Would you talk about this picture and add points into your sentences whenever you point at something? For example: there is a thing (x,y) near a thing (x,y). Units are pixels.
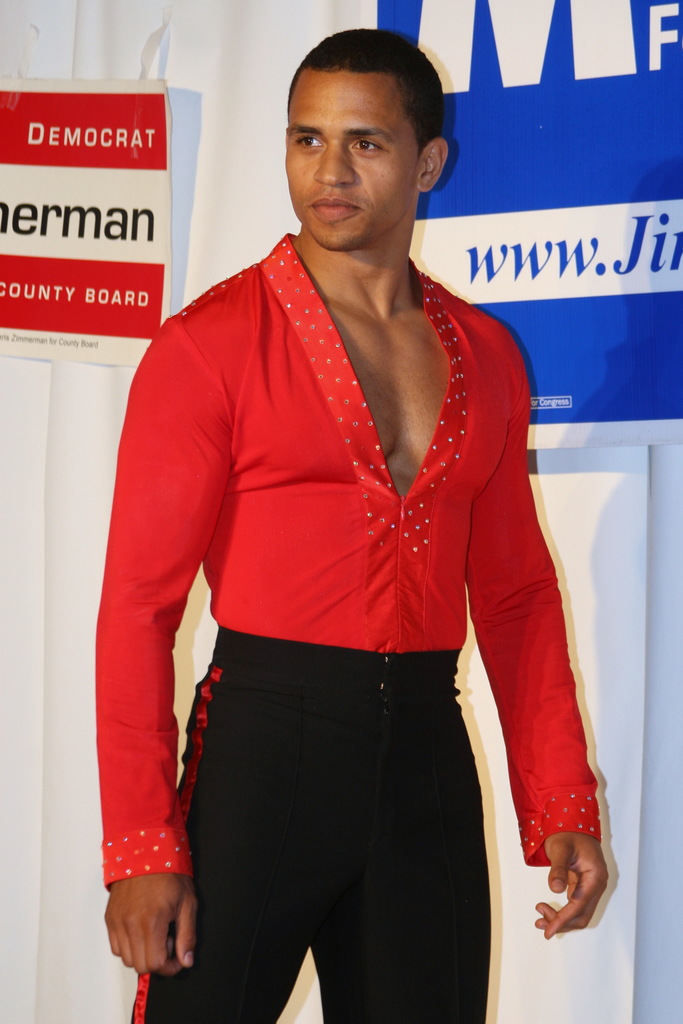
In this image we can see a man (334,643) standing on the floor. In the background (490,126) there are advertisements (437,183) attached to the curtain (190,202).
